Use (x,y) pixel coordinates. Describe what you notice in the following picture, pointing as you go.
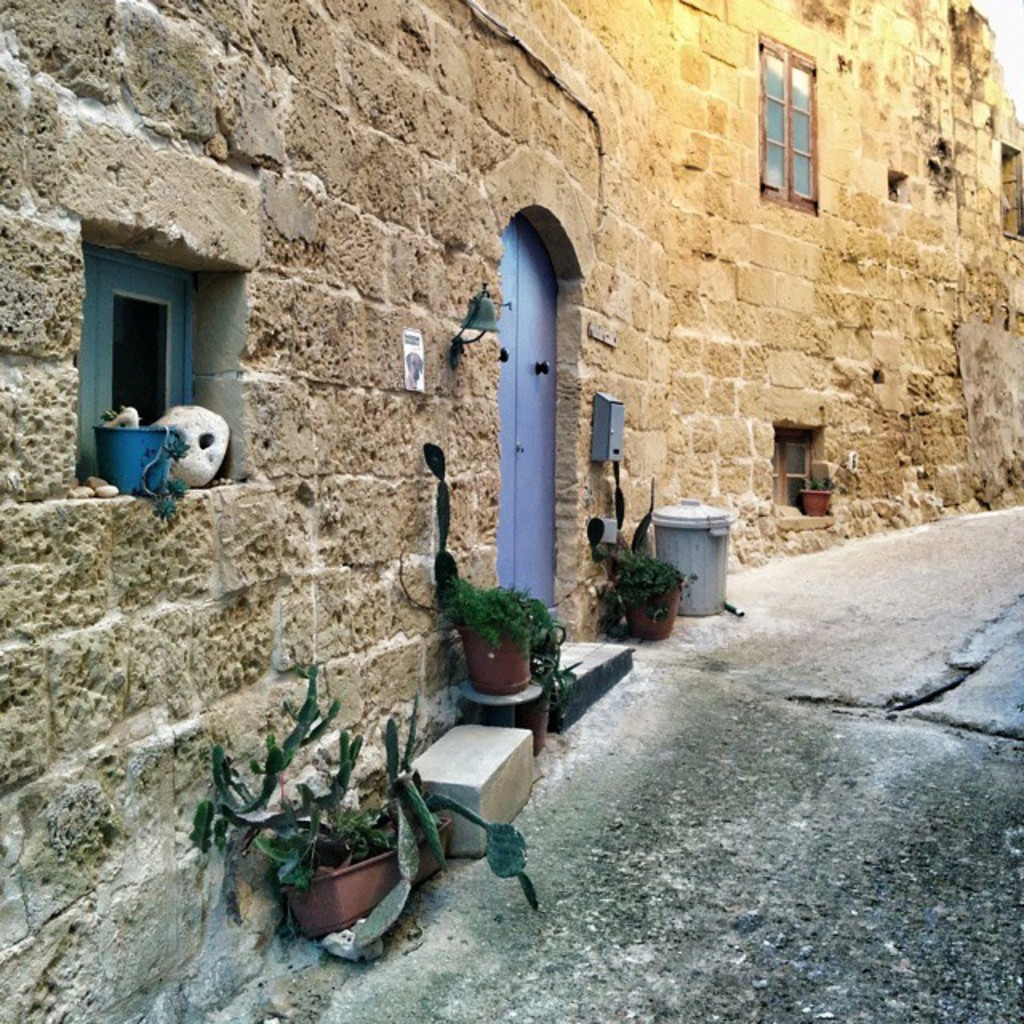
In this image we can see building (615,260), door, windows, house plants (641,589) and dustbin (681,565).
